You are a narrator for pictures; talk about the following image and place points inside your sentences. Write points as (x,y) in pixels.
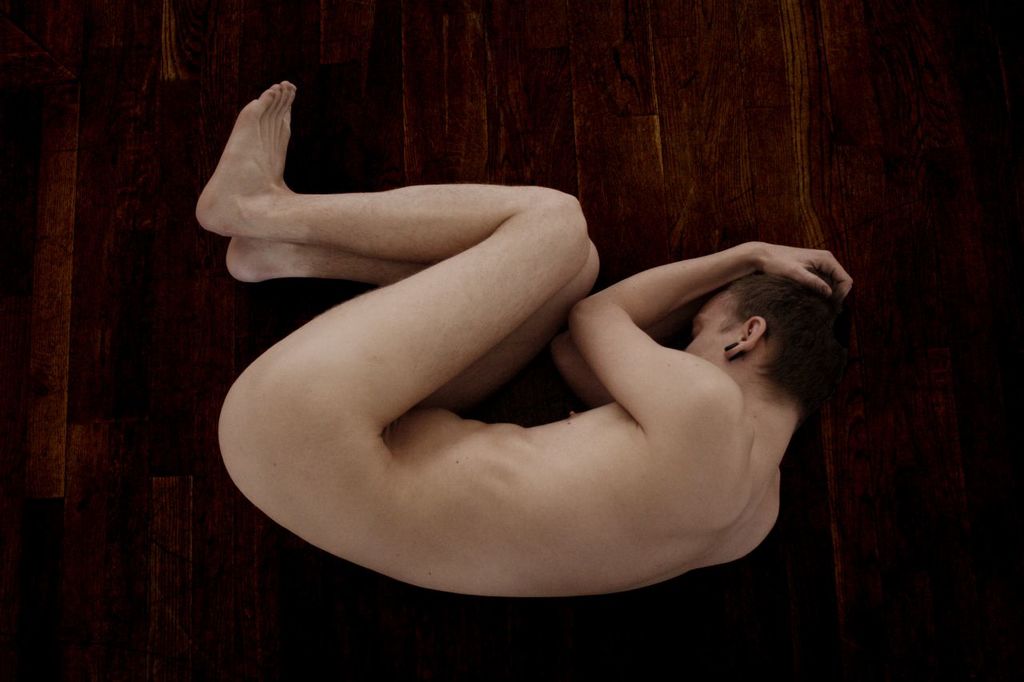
As we can see in the image there is a person (452,358) sleeping on wooden floor (603,260).
